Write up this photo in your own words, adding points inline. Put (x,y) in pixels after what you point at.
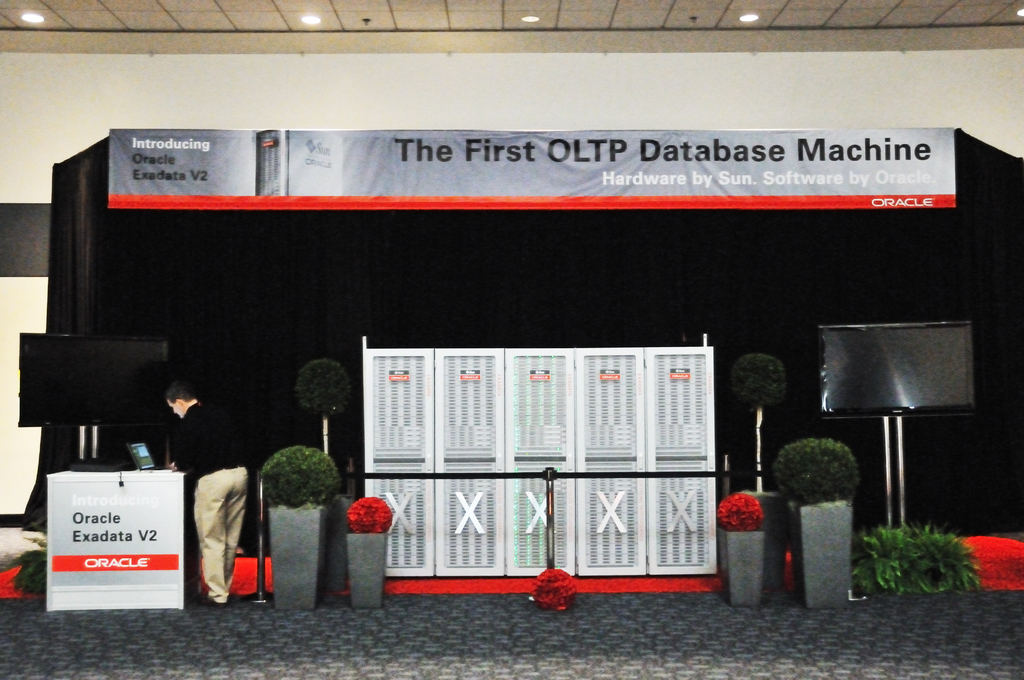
This image consists of bushes (906,588) in the middle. There are screens (122,402) on the left side (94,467) and right side (942,330). There is a man (179,432) on the left side (198,434). There is a laptop (136,458) on the left side (146,470). There are lights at the top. There is a banner (870,154) in the middle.
